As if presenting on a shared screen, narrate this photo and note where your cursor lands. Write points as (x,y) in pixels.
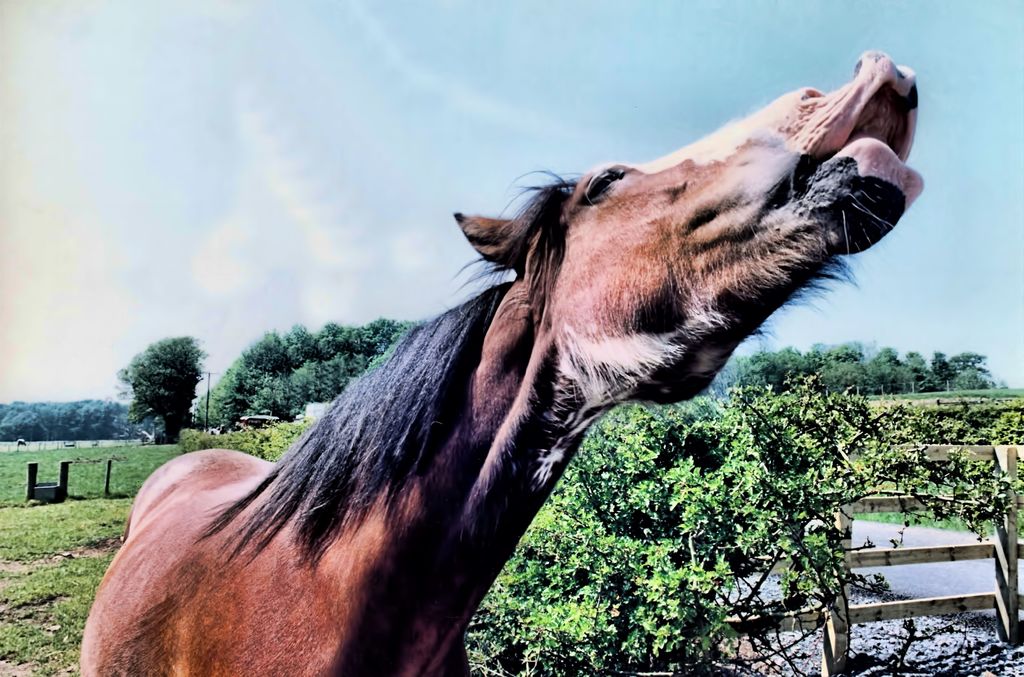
In this image we can see an animal (359,496), a fence (879,611), plants (819,539), few objects (46,489) on the ground (83,483), trees (147,391) and the sky (157,191) in the background (721,125).
